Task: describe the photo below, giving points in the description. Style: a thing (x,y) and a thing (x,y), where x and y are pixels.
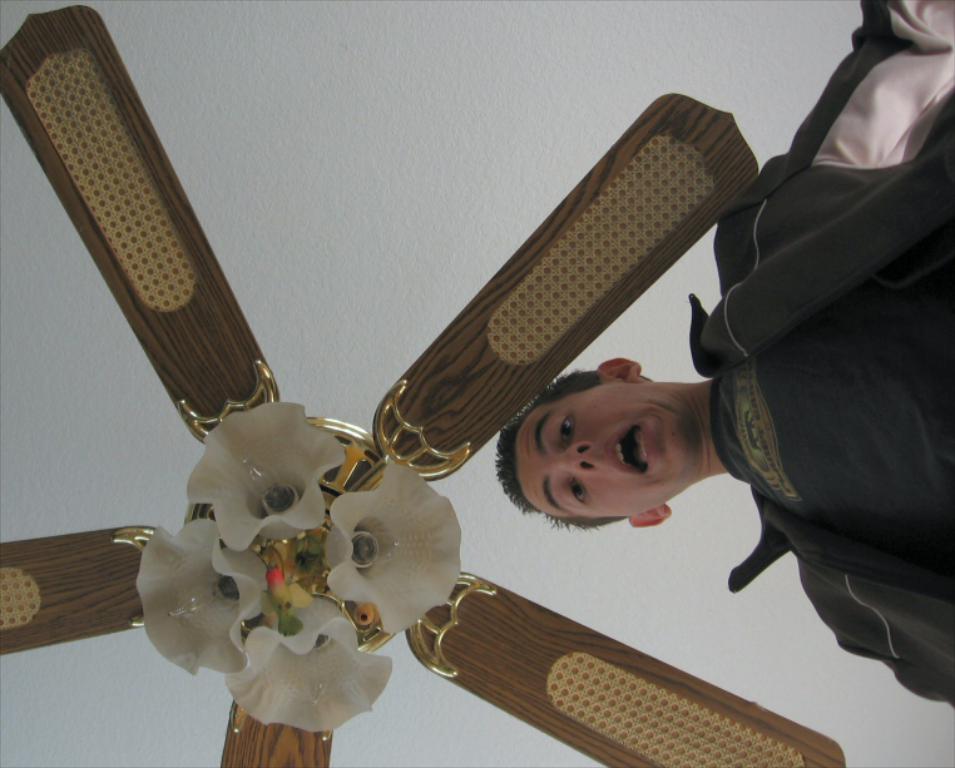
In the image there is a man (771,450) looking downwards and above the man (606,404) there is a fan (341,533).
